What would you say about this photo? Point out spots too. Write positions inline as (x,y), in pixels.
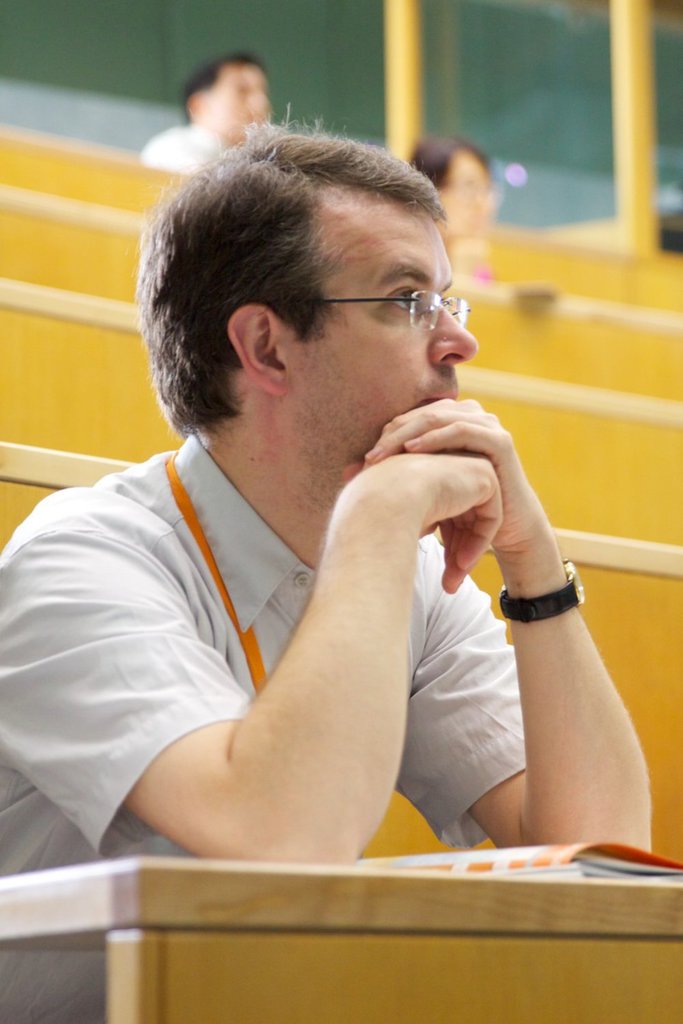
In this image there is a person (301,558) wearing goggles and a watch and sitting on one of the benches (460,900), there is a book (472,861) in front of the person (347,833), behind him there are two people (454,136) and pillars (624,115).
